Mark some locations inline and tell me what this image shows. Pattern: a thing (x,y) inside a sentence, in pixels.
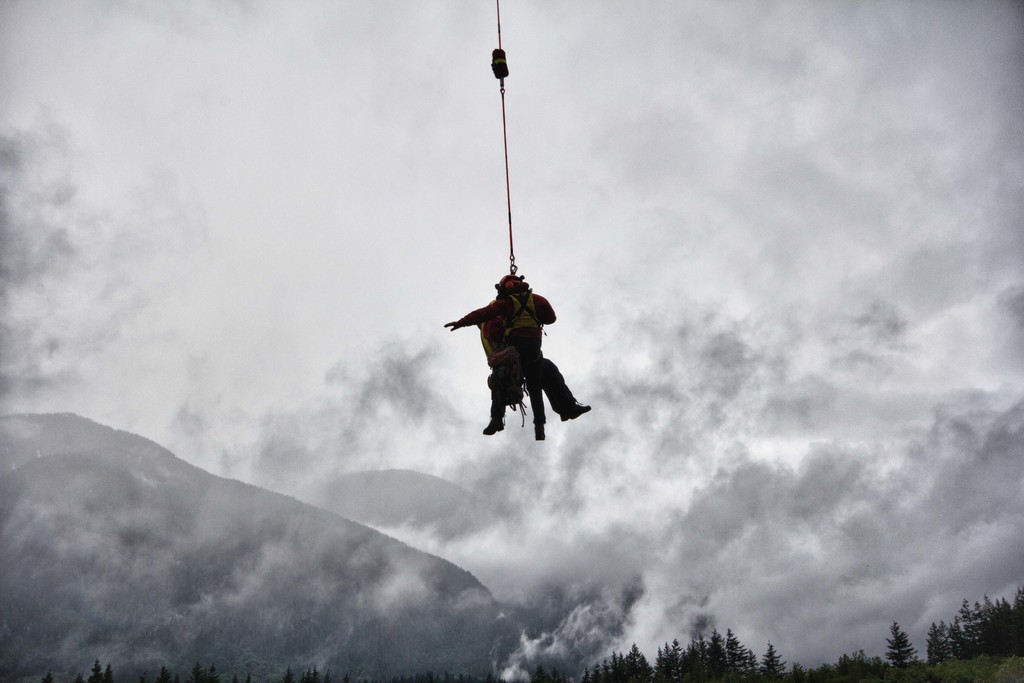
In the picture I can see two persons (518,336) in the air (544,337) and there is a rope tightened to them and there are trees (889,639) in the right bottom corner (952,640) and the background (329,245) is cloudy.
